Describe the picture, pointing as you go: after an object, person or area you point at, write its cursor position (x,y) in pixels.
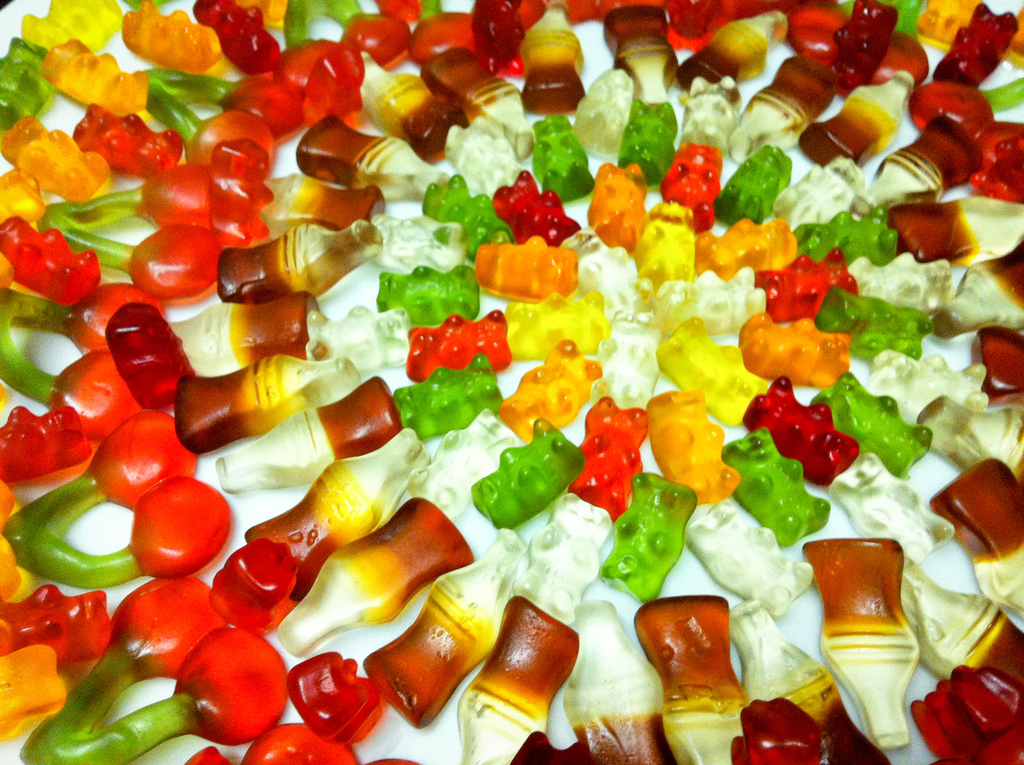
In this image, we can see different types of jellies (336,459).
